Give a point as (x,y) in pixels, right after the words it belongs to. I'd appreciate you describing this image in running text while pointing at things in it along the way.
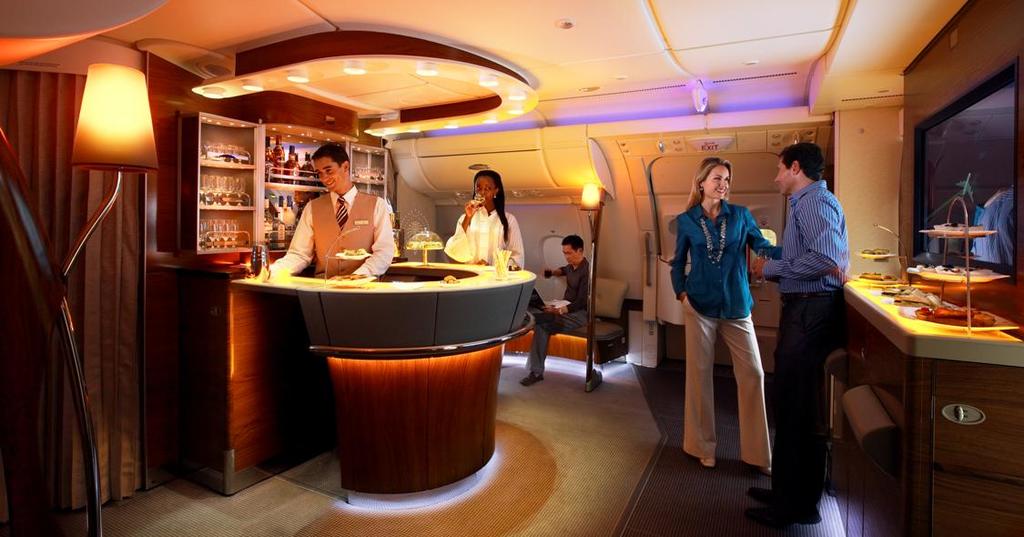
This image is taken indoors. At the bottom of the image (289,513) there is a floor (611,459) with a mat (671,493). On the right side of the image (999,165) there is a mirror (996,198) on the wall (955,86) and there is a table (884,319) with a few food items (929,312) on it. A woman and a man (756,510) are standing on the floor (732,448) and talking to each other. On the left side of the image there is a lamp (65,276). In the background (862,210) there is a wall (574,210) with a few lamps (594,217) and a cupboard (227,208) with many bottles (277,206) on it. There is a table (304,335) with a few things (255,278) on it and a man (350,211) and a woman (494,204) are standing.
